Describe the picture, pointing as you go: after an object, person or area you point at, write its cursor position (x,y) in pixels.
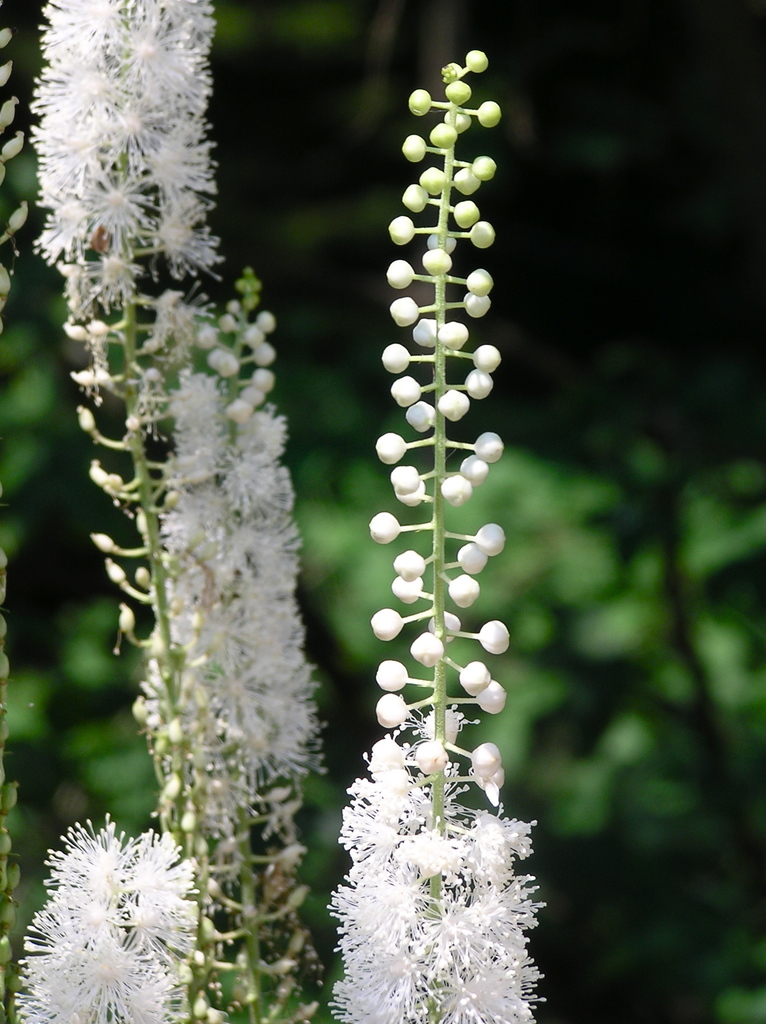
In this image we can see plants (450,209) with flowers (302,719) and buds (450,402). In the background (457,428) the image is blur but it is greenery (266,64).
